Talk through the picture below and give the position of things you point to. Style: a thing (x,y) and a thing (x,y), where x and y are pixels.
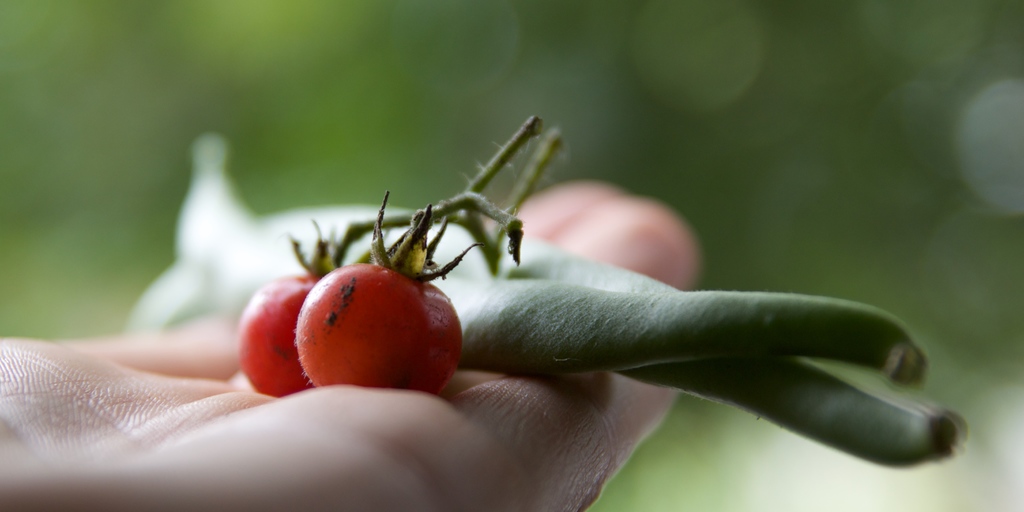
In this image two tomatoes (410,331) and some vegetables (521,320) are on the person's hand (352,439). Background (974,104) is blurry.
